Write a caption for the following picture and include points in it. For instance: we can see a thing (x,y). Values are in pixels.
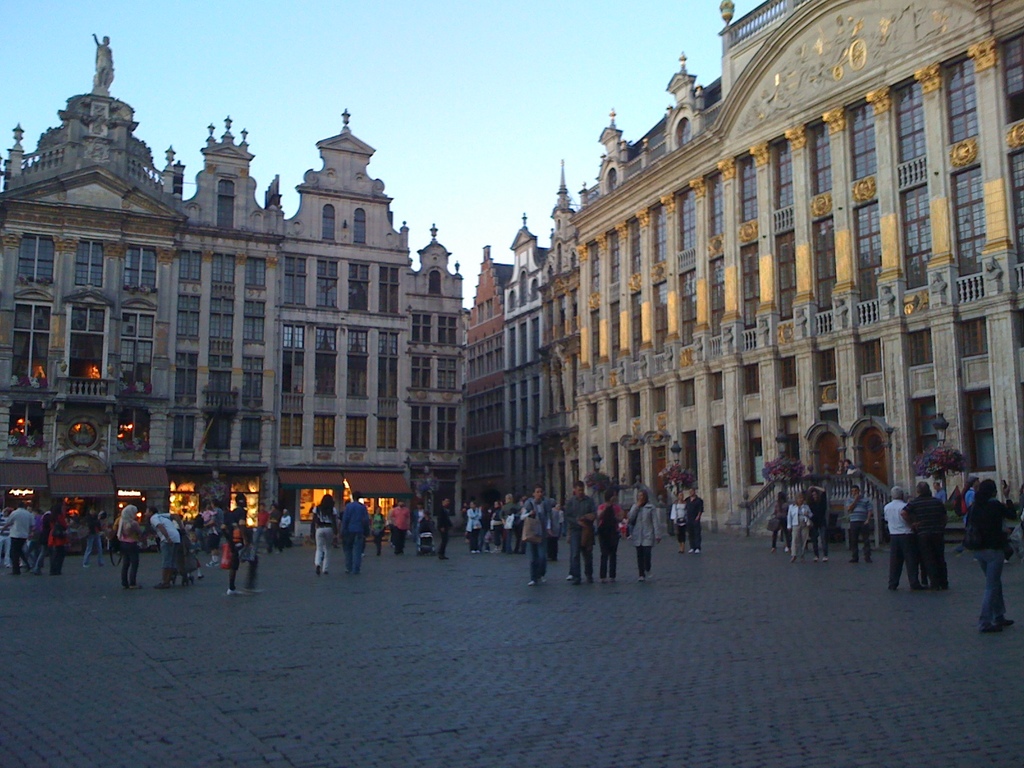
In this picture there are few persons (553,558) standing and there are buildings (555,313) in the background (618,263).
